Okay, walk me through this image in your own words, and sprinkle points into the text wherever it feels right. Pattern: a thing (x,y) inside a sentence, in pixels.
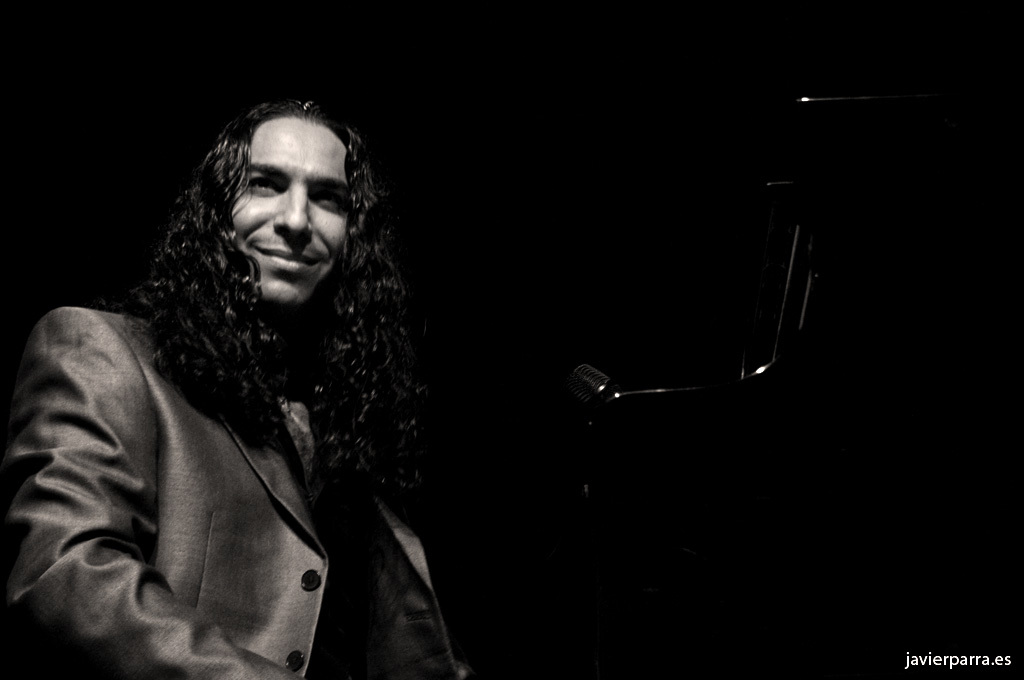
This is a black and white pic. On the left (221,399) we can see a man (234,411) and he is smiling and there is a mike (581,388) on a stand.
